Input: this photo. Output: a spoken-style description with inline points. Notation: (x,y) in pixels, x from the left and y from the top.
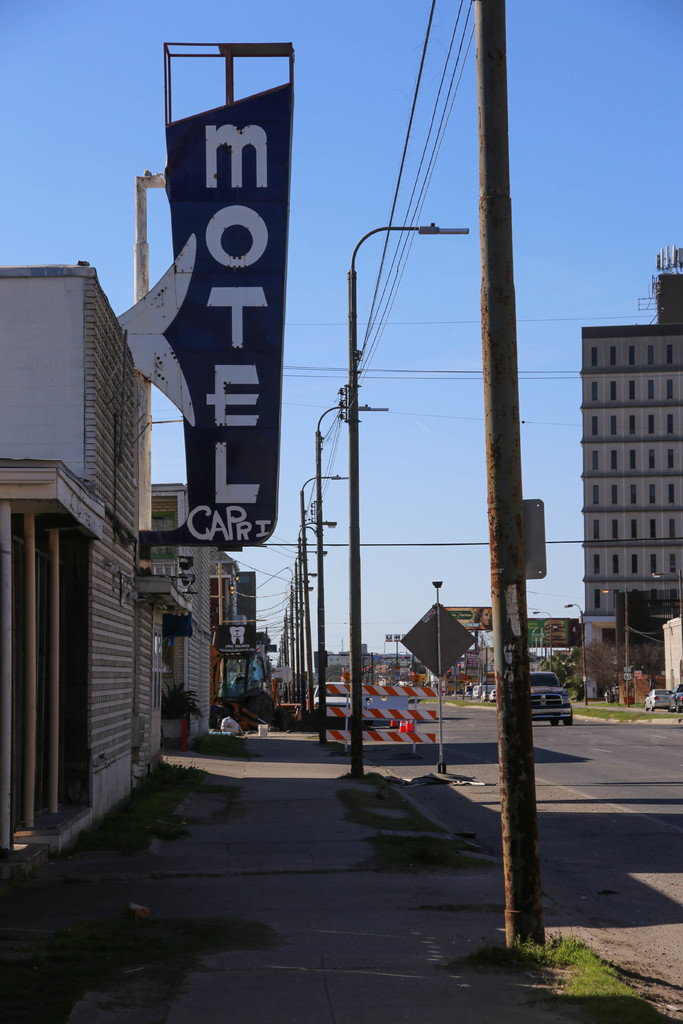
This picture might be taken from outside of the city and it is sunny. In this image, on the left side (80,673), we can see some buildings (83,815), hoarding (245,383). In the middle of the image (354,405), we can also see some street lights (351,416), electric wires (374,371). On the right side (661,579) there are some buildings (669,589), cars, hoarding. At the top (597,46), we can see a sky (597,124), at the bottom (656,843) there is a road (555,810) and footpath (87,850).
